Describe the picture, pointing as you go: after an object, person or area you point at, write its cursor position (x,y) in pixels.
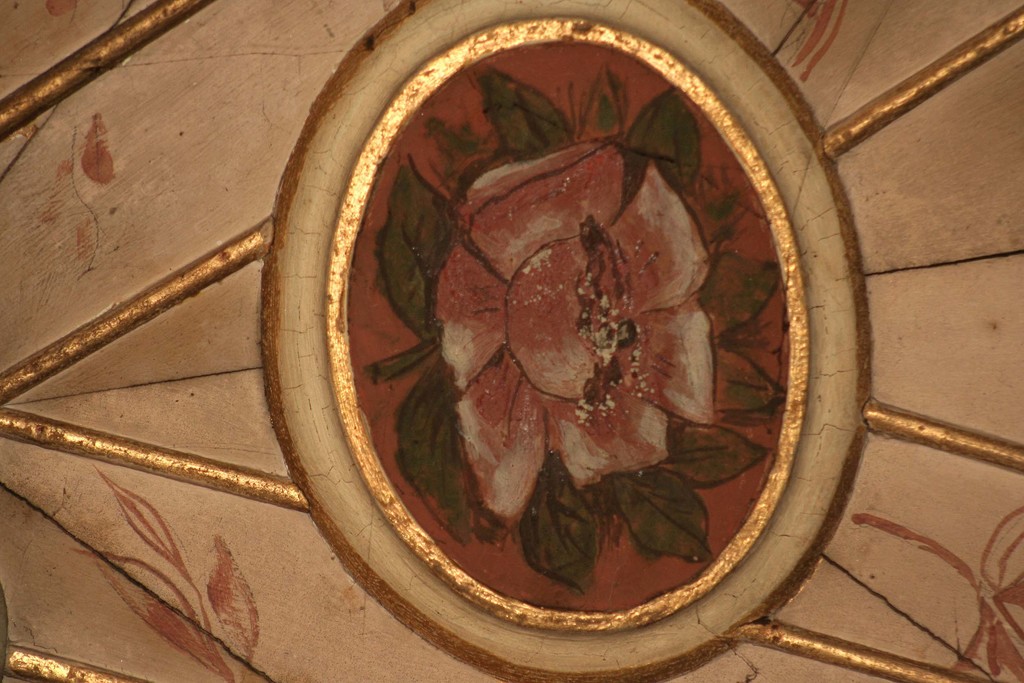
In the image we can see the ceiling (243,277) of a house (296,304) and flower design (742,268) on the ceiling (849,378).
